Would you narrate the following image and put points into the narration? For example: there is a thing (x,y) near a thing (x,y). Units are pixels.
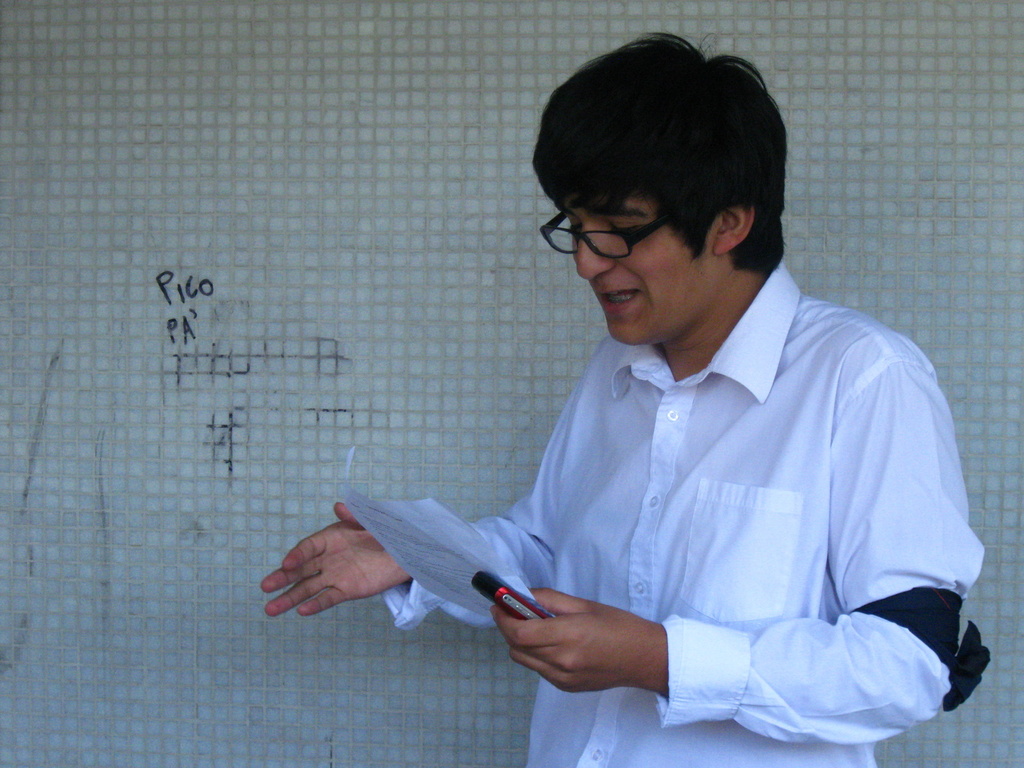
In this picture there is a man (735,349) who is wearing white dress (742,558) and spectacle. He is holding a mobile phone (490,575) and paper (446,562). He is standing near to the wall (244,392).
